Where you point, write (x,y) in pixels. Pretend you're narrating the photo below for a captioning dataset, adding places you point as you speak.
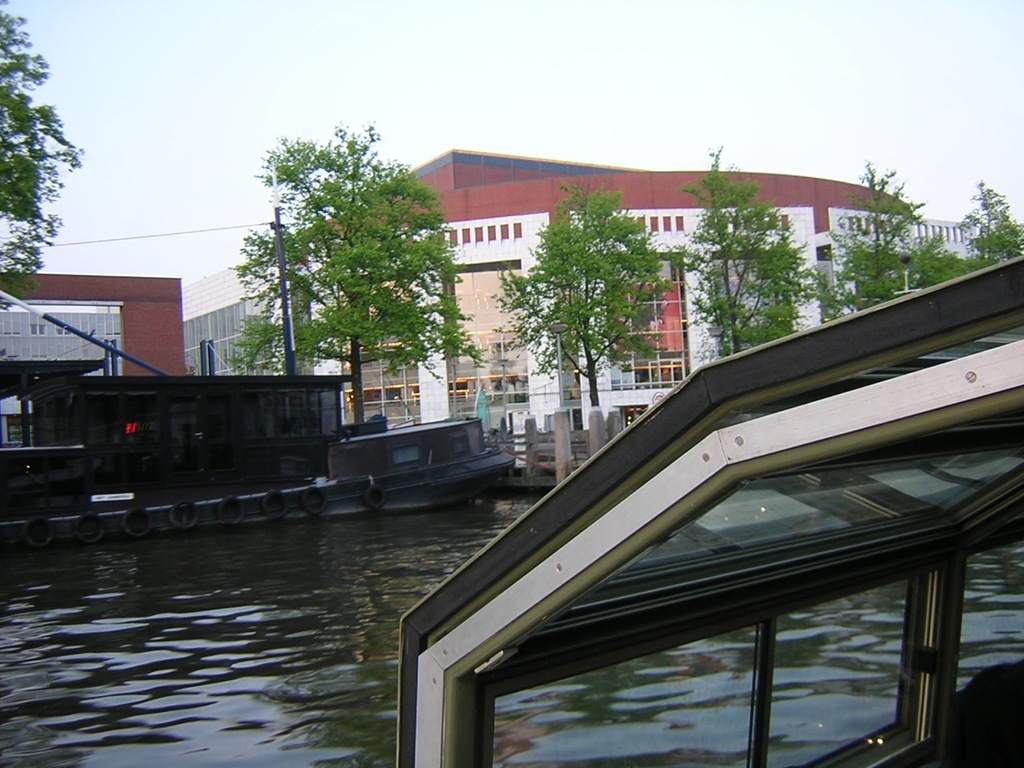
In this image at the bottom (426,541) there is a pond (445,531) in that pond (454,510) there are some boats (596,594), and in the background (118,336) there are some buildings (62,283) and trees (238,267) and wires (156,236). At the top of the image (323,90) there is sky (397,79).
